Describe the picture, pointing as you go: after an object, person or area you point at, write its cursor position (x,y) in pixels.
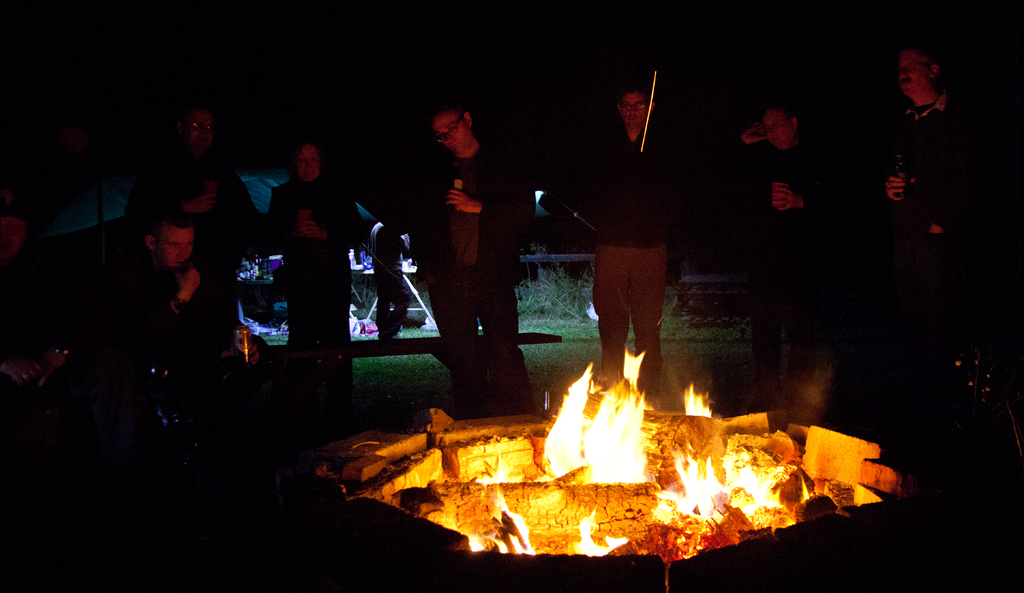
In this image we can see a few people (303,271) holding the objects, in front of them, we can see the fire (578,482), behind them, we can see a table (420,298) with some objects (361,256) on it and the background (620,36) is dark.
